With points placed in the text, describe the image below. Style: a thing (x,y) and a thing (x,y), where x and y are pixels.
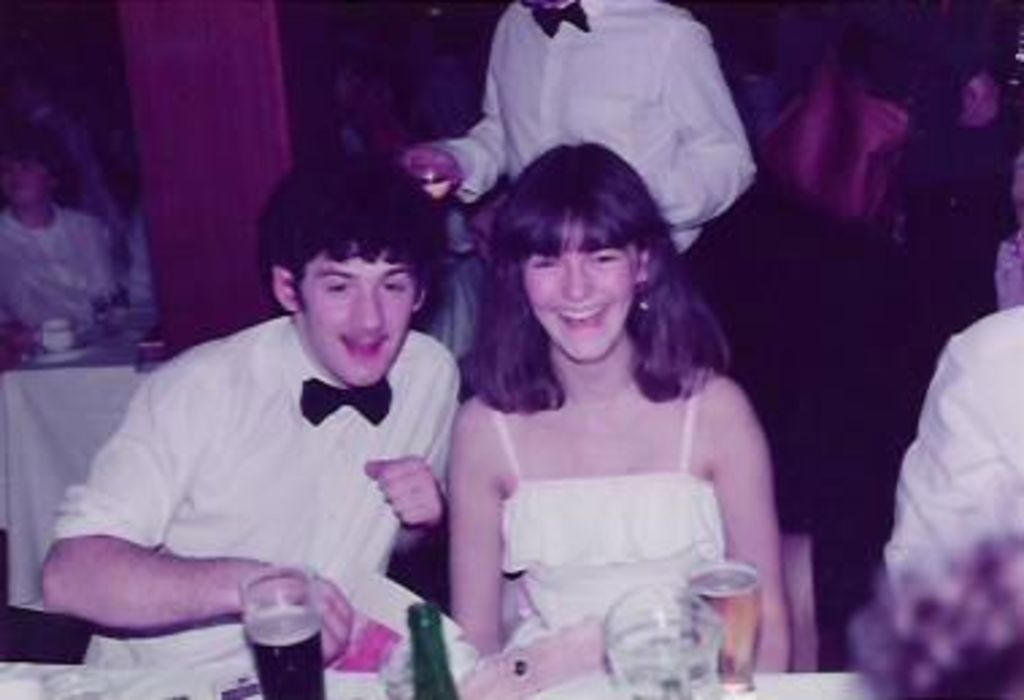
In this image there are some persons (505,504) sitting in bottom of this image (549,494) and there are some bottles (425,630) and glasses (635,643) are kept at bottom of this image (423,672). there are some persons (658,122) standing at top of this image (648,72) and there are some persons (107,262) sitting at left side of this image (59,317).
